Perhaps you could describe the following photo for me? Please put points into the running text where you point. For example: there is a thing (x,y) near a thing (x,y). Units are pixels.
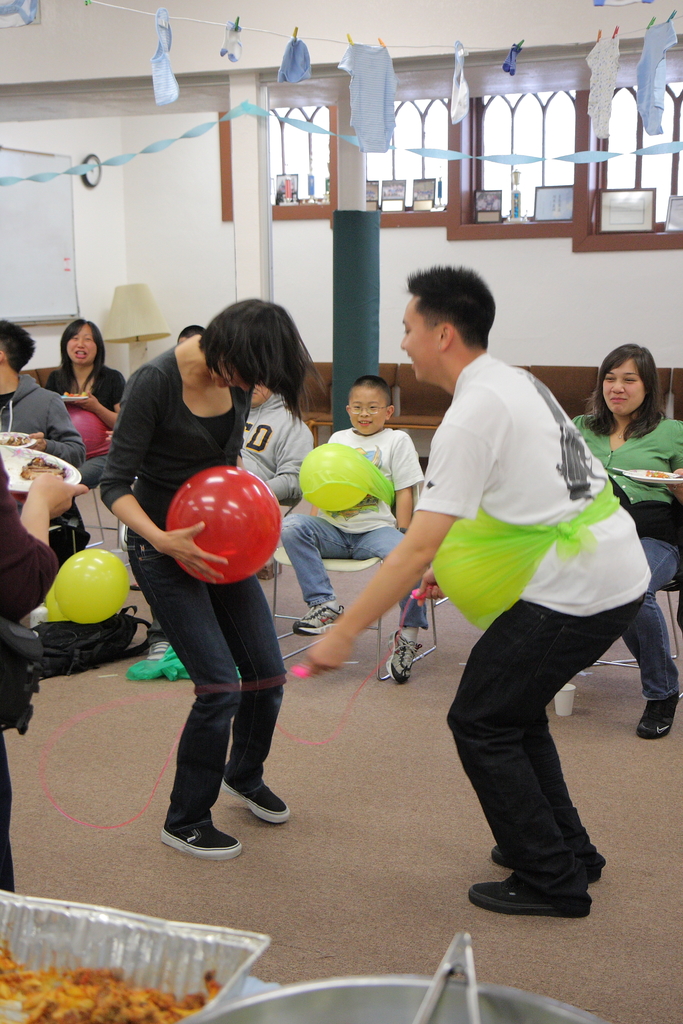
In this image I can see group of people (547,754) some are standing and some are sitting. The person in front (225,510) holding red color balloon (176,518) wearing black color dress (177,379) and the person (510,642) at right (505,671) wearing white shirt (538,563), black pant (506,655). Background (302,115) I can see wall (104,247) in white color and few windows (571,139).
